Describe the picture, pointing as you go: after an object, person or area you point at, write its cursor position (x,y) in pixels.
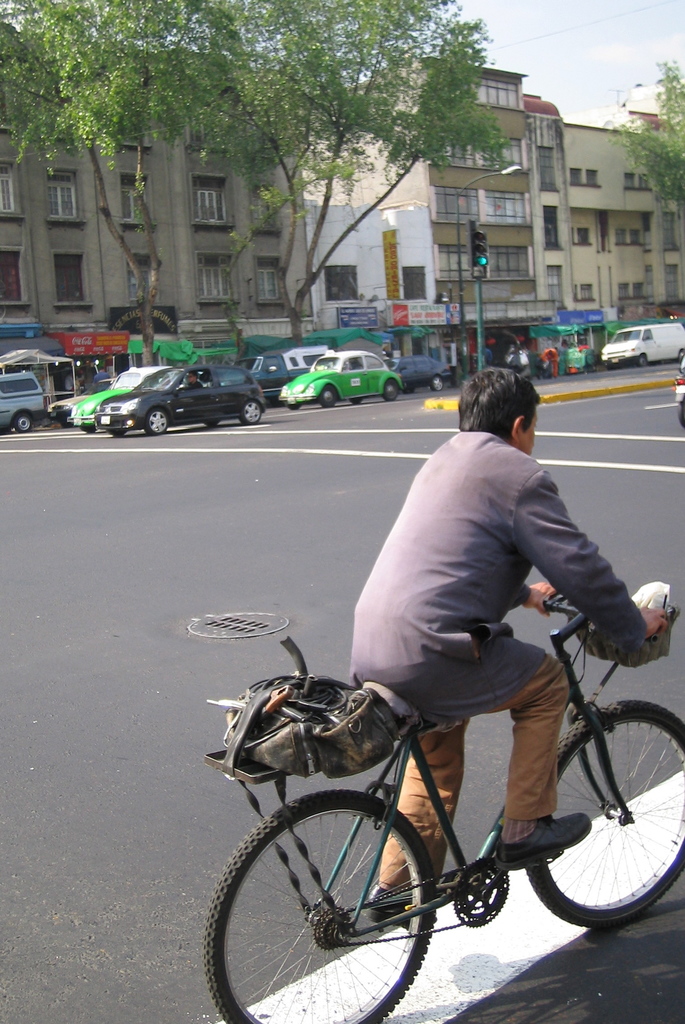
In this picture we can see a man (466,621) is riding bicycle (610,758) on the road (285,494), in the background (128,426) we can see couple of cars (274,369) on the road (157,667) and also we can see trees (319,116), couple of buildings (401,194) and poles (478,316).
